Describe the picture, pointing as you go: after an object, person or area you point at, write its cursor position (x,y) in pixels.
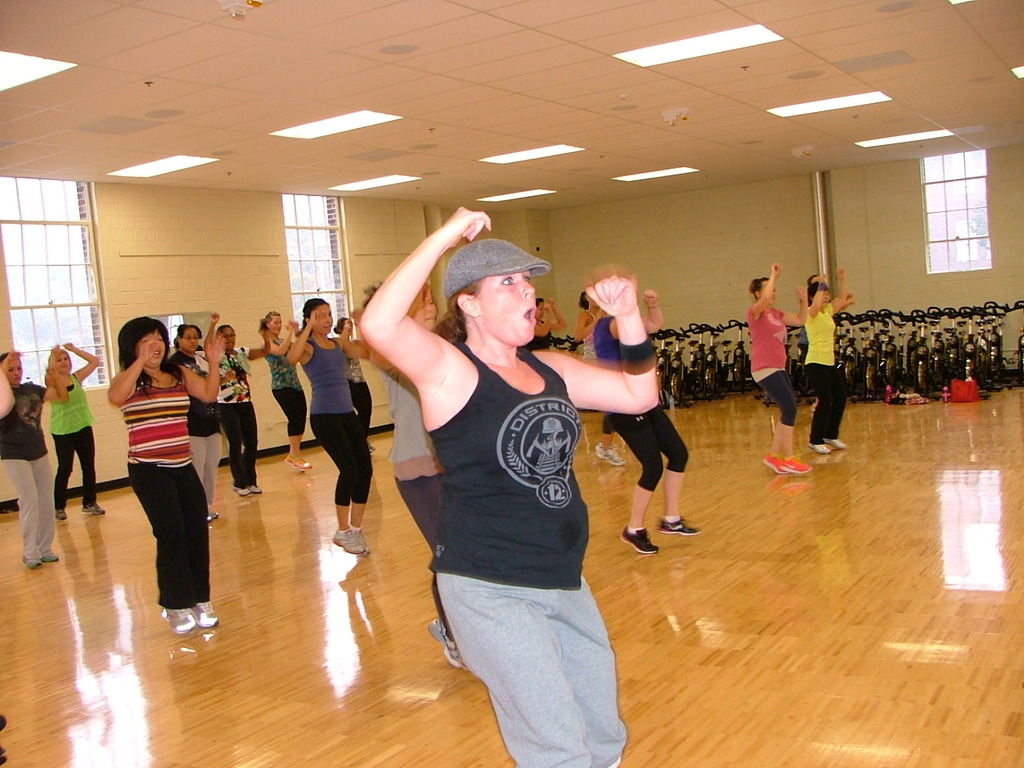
In this picture I can see few women (370,424) jumping and I can see few lights (510,154) on the ceiling (487,139) and I can see few exercise cycles (699,323) in the back (659,380) and I can see glass Windows (955,221).
